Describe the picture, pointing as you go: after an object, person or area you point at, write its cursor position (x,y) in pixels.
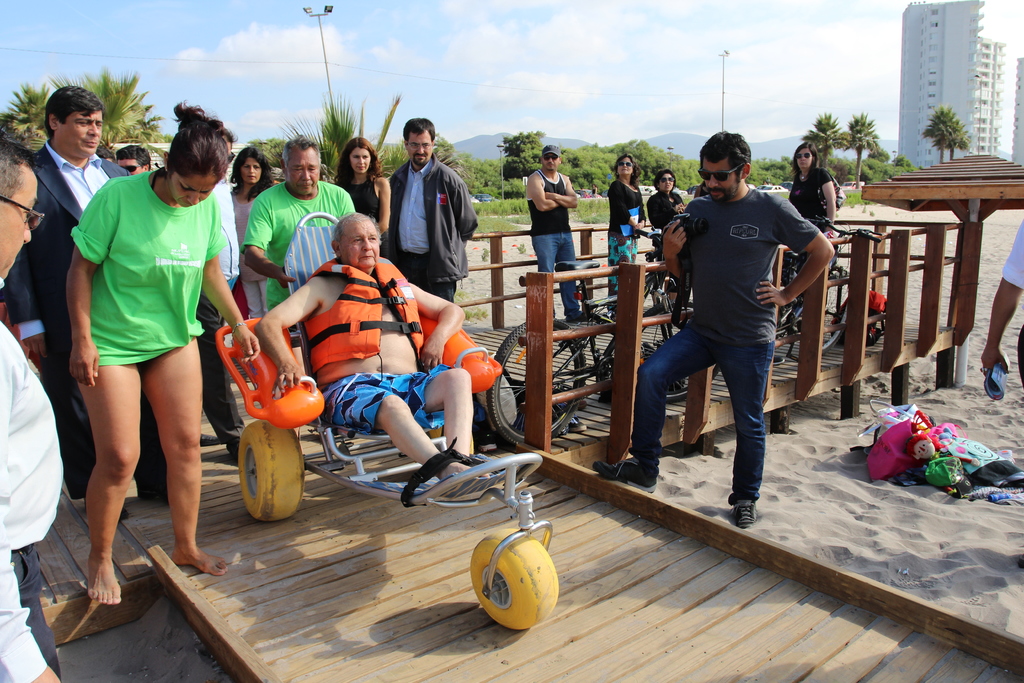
In this image there is the sky (300,55), there are clouds (536,57) in the sky (469,57), there is a building (963,63) truncated towards the right of the image (975,69), there are trees (528,155), there is a pole (327,60), there are street lights (322,15), there are group of persons (339,192) standing, there is a person (375,338) sitting on a vehicle (431,504), there are bicycles (557,367), there is sand (834,501), there are objects (911,465) on the sand (887,497), there is a person (1023,264) truncated towards the right of the image (1009,312), there is a person (996,315) holding an object (991,382), there is an object (975,194) truncated towards the right of the image (974,176), there is a person (39,394) truncated towards the left of the image (27,398), there are plants (504,216).
